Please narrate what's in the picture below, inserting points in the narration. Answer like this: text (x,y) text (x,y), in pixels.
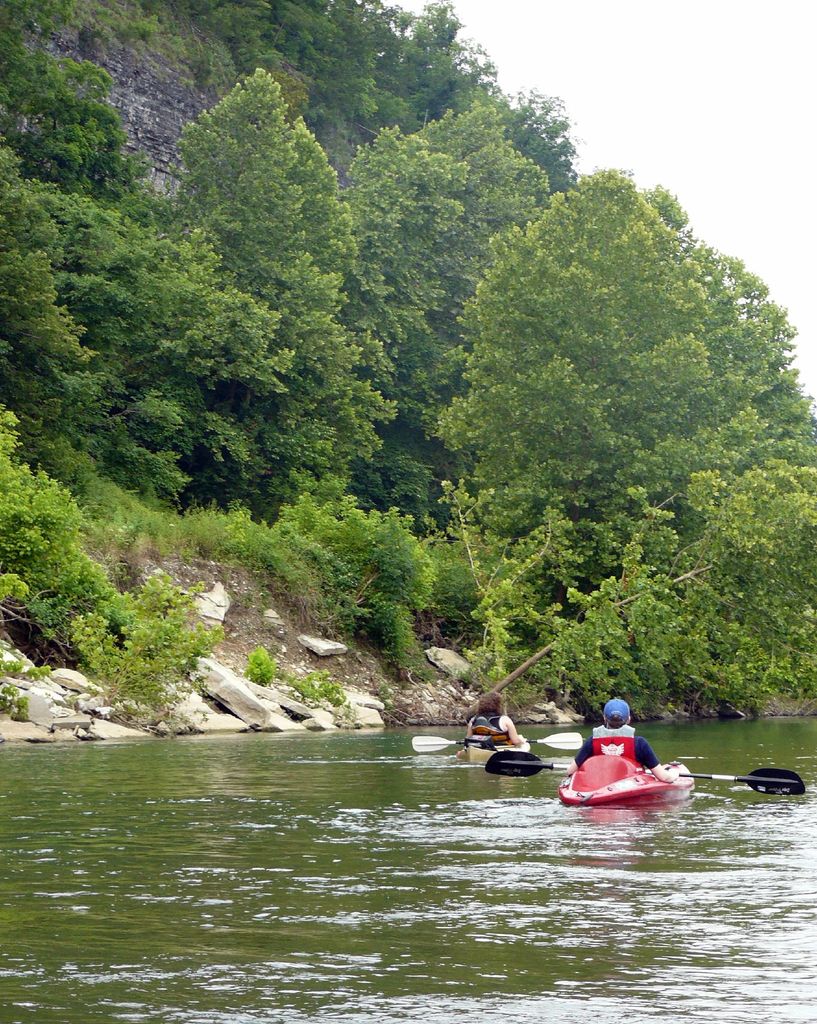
In this image we can see there are rocks (527,715), trees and the sky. And there are boats (597,760) on the water (556,753) and persons (621,750) sitting on the boats (594,777) and holding paddles (575,743).
